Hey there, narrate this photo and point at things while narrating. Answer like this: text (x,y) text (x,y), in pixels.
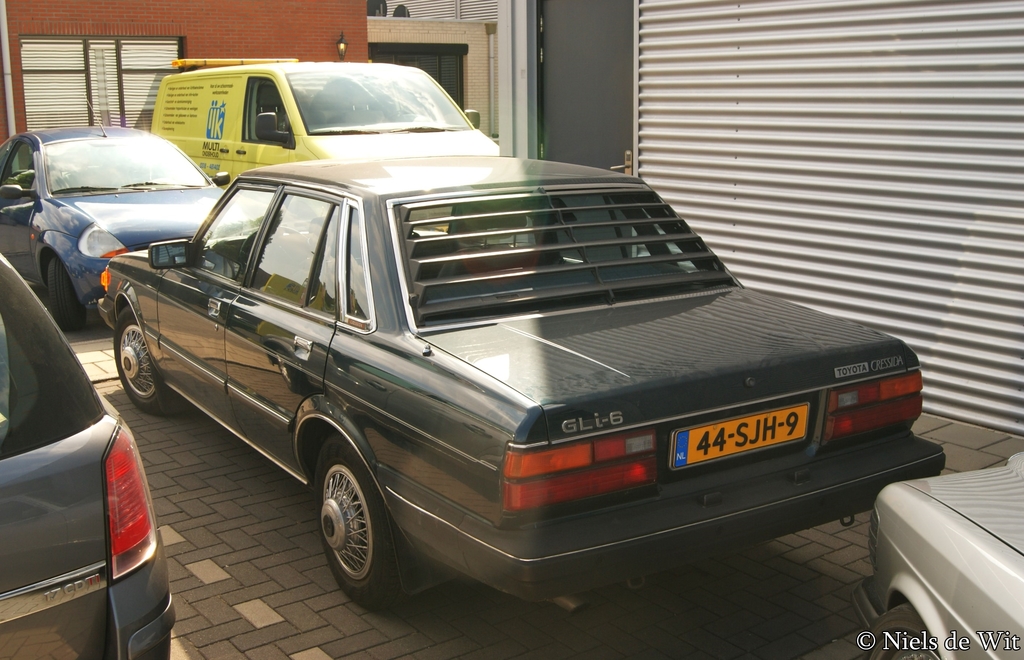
In this picture there are vehicles (418,327) and buildings (615,70).
